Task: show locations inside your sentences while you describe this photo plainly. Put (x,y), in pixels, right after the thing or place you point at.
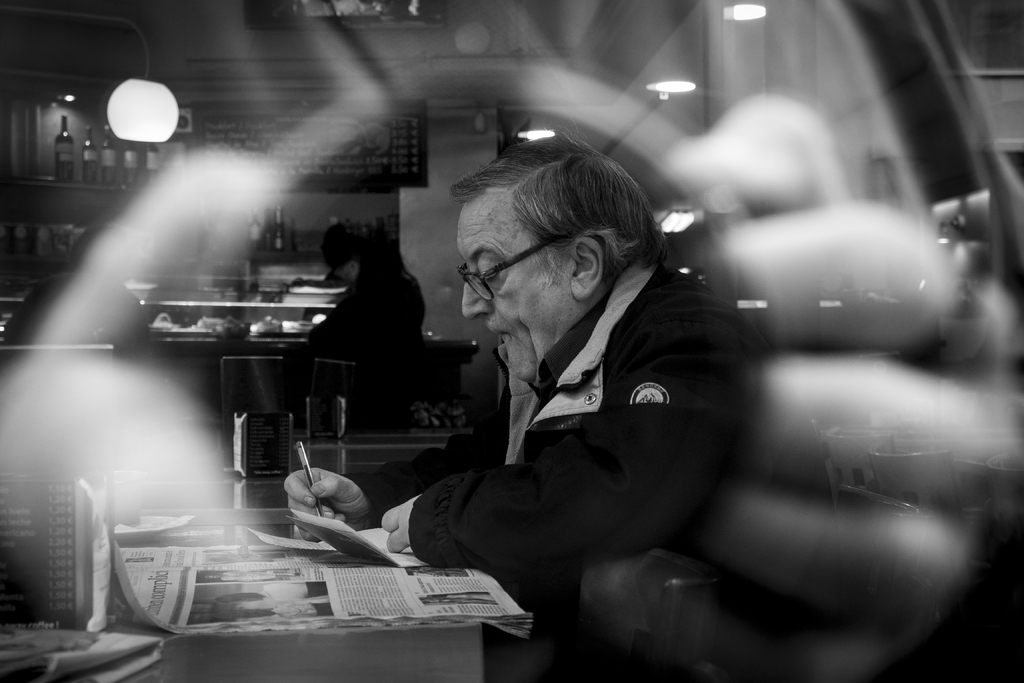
In this image I can see a man (705,494) wearing a jacket (654,275) and specs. I can see him writing something on a paper (264,539). I can also see a newspaper (428,574) in front of him. In the background (327,259) I can see few more people (349,245) and number of bottles (59,144) on the shelf (59,188).
